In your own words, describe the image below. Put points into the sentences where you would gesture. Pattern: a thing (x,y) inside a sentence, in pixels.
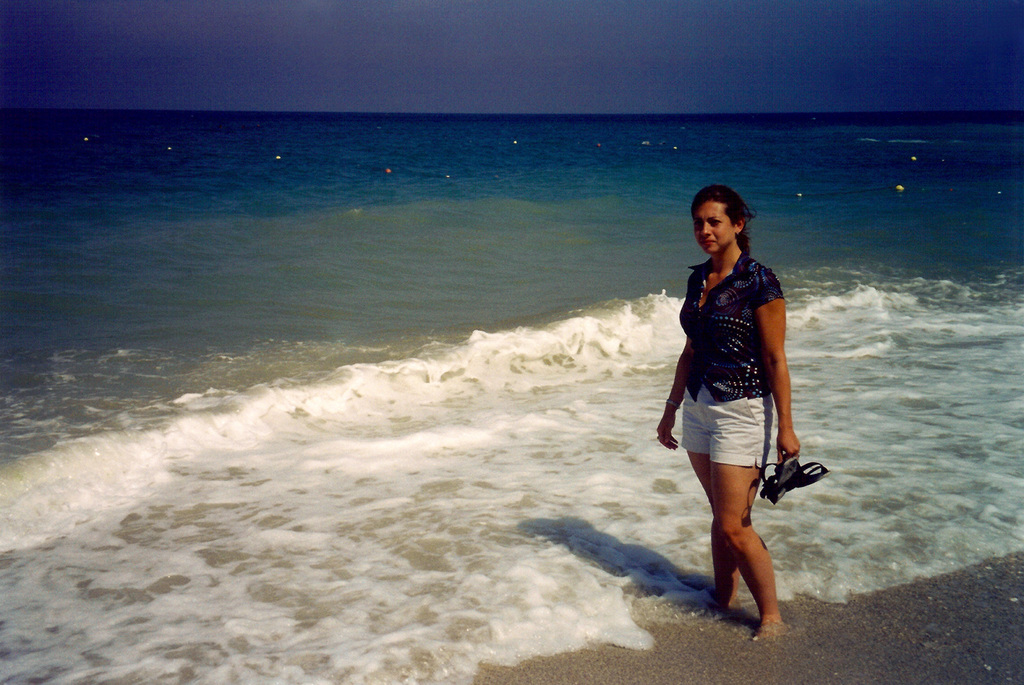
In the picture I can see a woman (737,363) is standing and holding an object (796,467) in the hand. In the background (476,268) I can see the water (520,192) and the sky (468,93).
